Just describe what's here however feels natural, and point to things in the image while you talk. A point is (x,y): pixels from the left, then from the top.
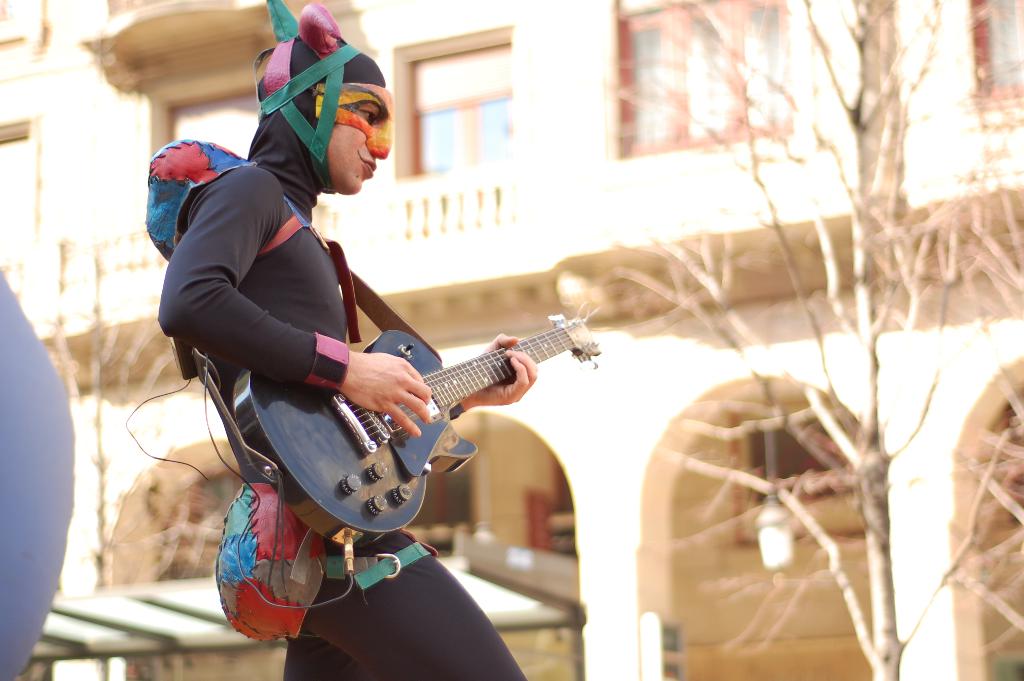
As we can see in the image, there a building (577,191), a dry tree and a man (453,645) holding guitar (424,444).
